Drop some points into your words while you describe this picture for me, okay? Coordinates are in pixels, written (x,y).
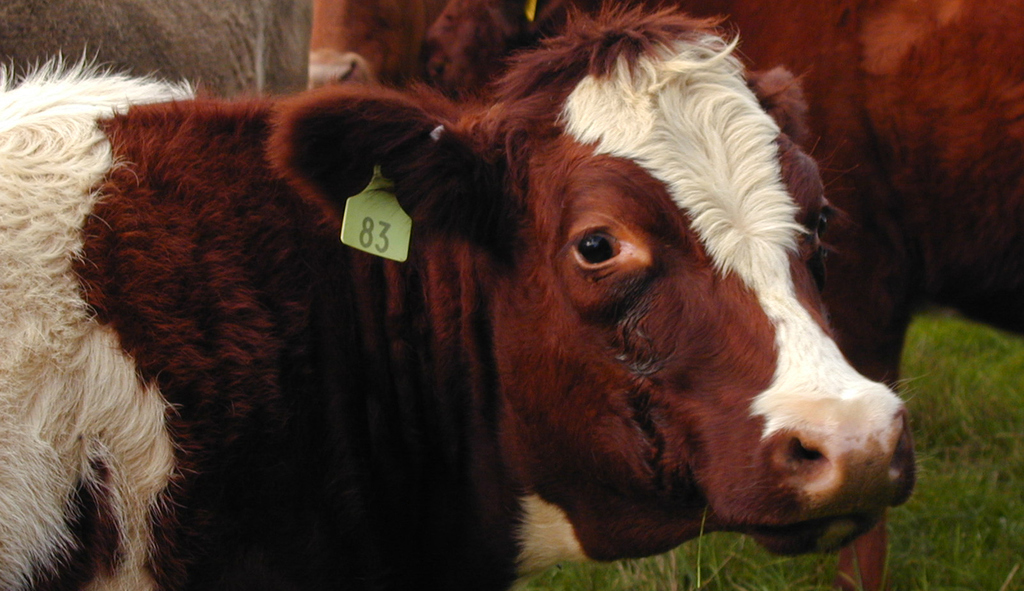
In this image we can see cattle (636,457) standing on the ground (977,429).
